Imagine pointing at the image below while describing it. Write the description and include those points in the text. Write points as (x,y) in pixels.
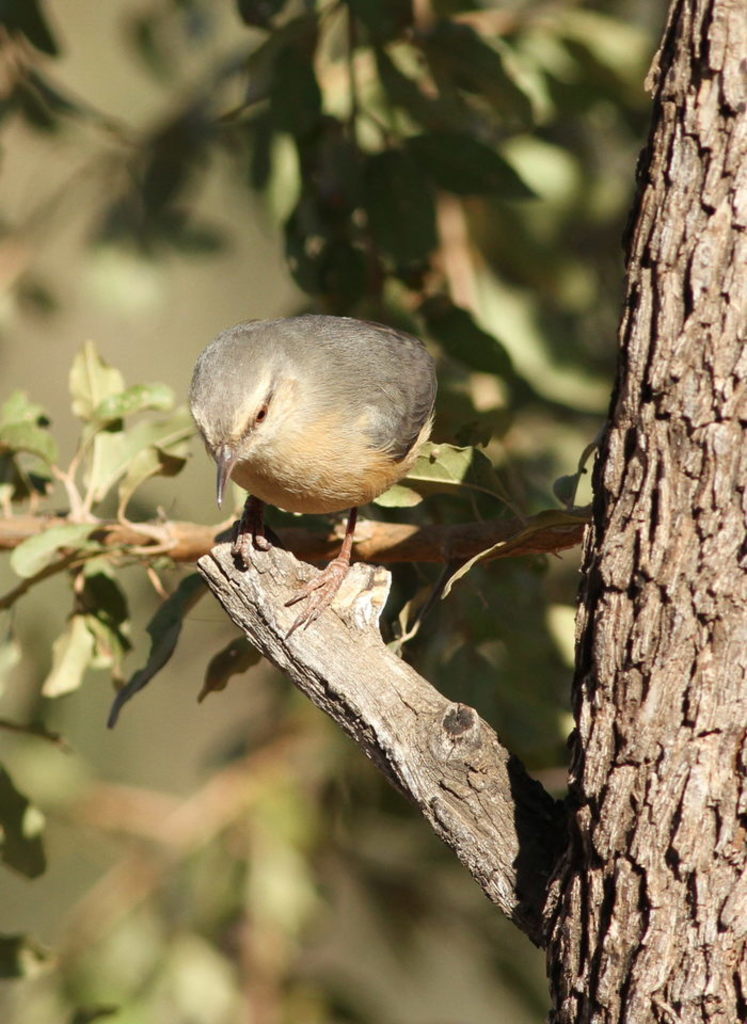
This is a zoomed in picture. On the right corner (694,284) we can see the trunk (693,715) of a tree (679,840). In the center (368,500) there is a bird (306,456) standing on the branch (341,636) of a tree (411,685). In the background (471,152) we can see the leaves (178,195).
